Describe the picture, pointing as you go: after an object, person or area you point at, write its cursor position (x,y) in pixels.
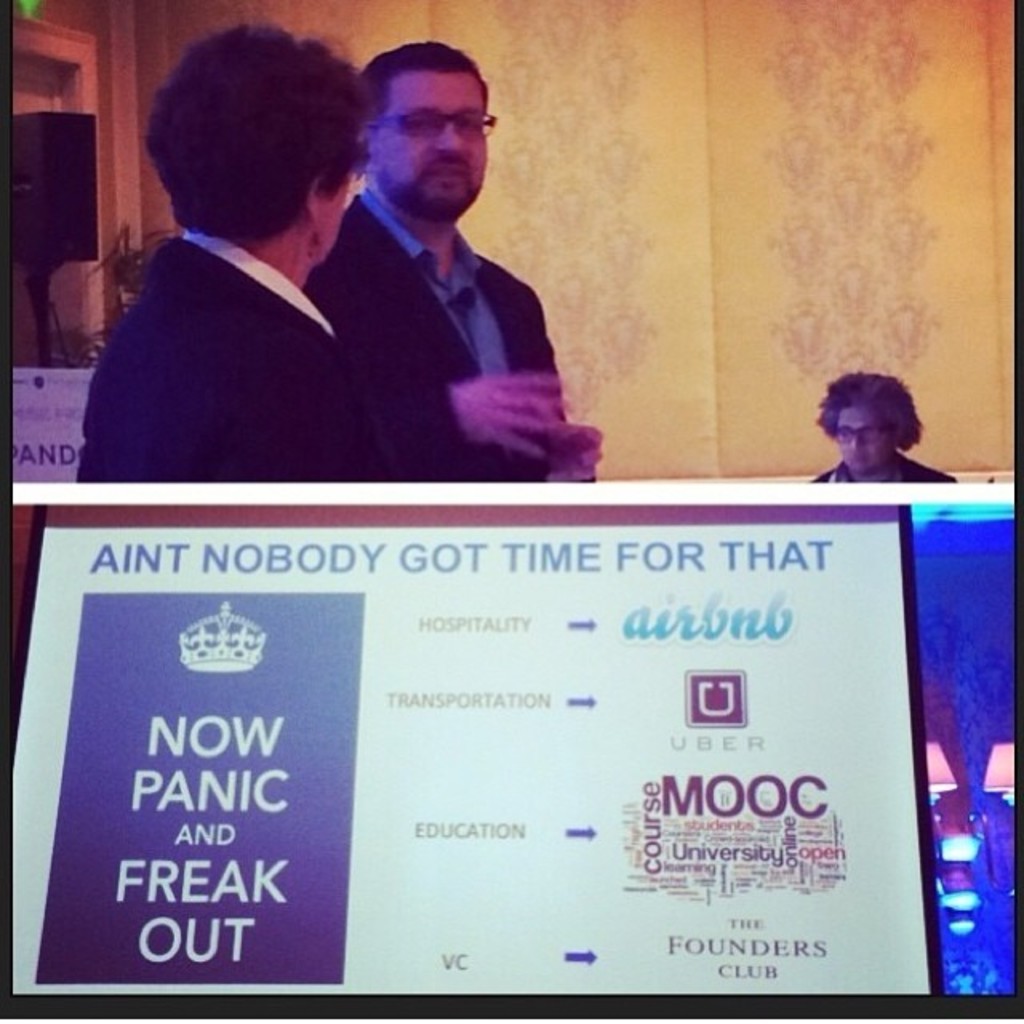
This picture seems to be clicked inside. In the foreground (570,509) we can see a board (919,798) on which the text (695,874) is printed. On the right corner (1012,756) we can see the lamps (1005,754). On the left (248,164) there are two persons (411,301) standing on the ground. In the background (918,77) we can see the wall (696,87), a person (842,431) and some other objects (44,243).
